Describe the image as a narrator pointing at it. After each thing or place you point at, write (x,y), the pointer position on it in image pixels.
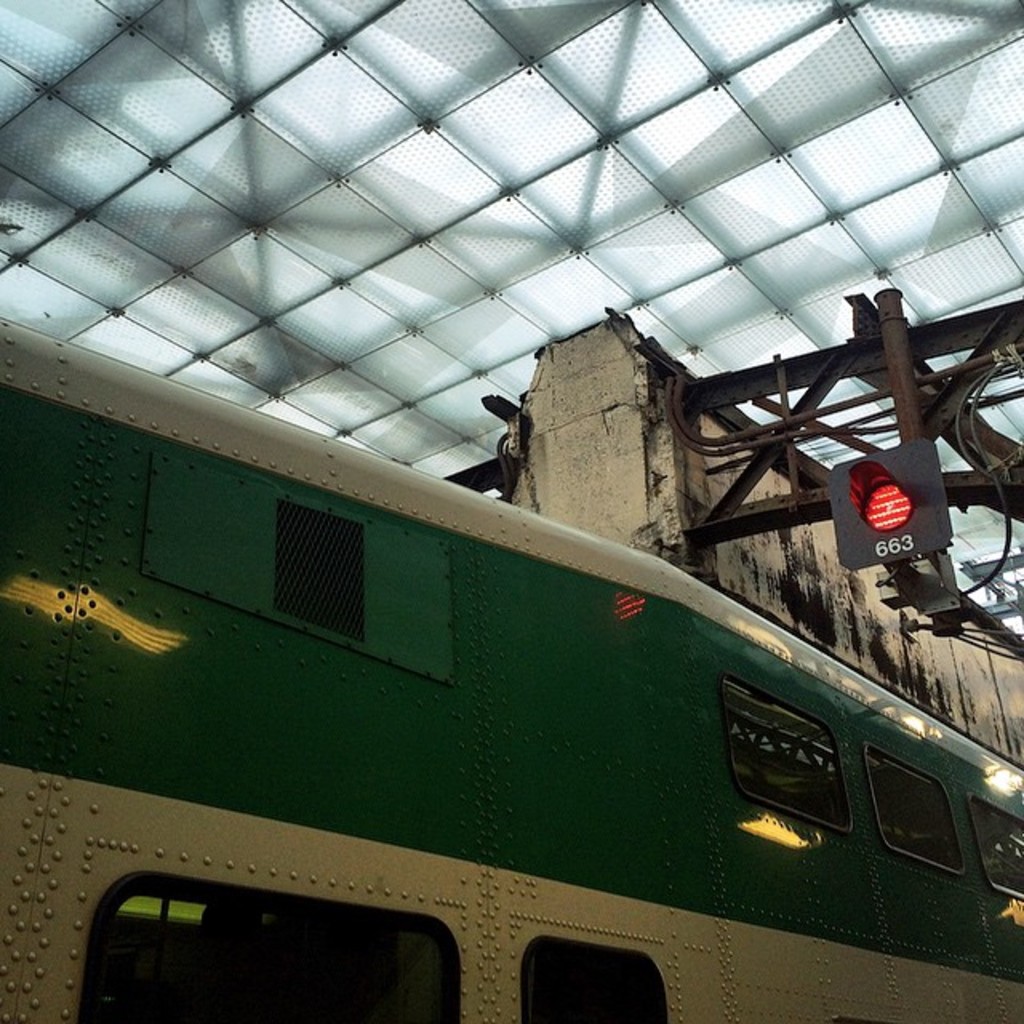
In this image I can see the train (339,784) which is in cream and green color. In the background (848,544) I can see the ceiling (487,312) and the light (856,538) to the metal rod (755,452).
